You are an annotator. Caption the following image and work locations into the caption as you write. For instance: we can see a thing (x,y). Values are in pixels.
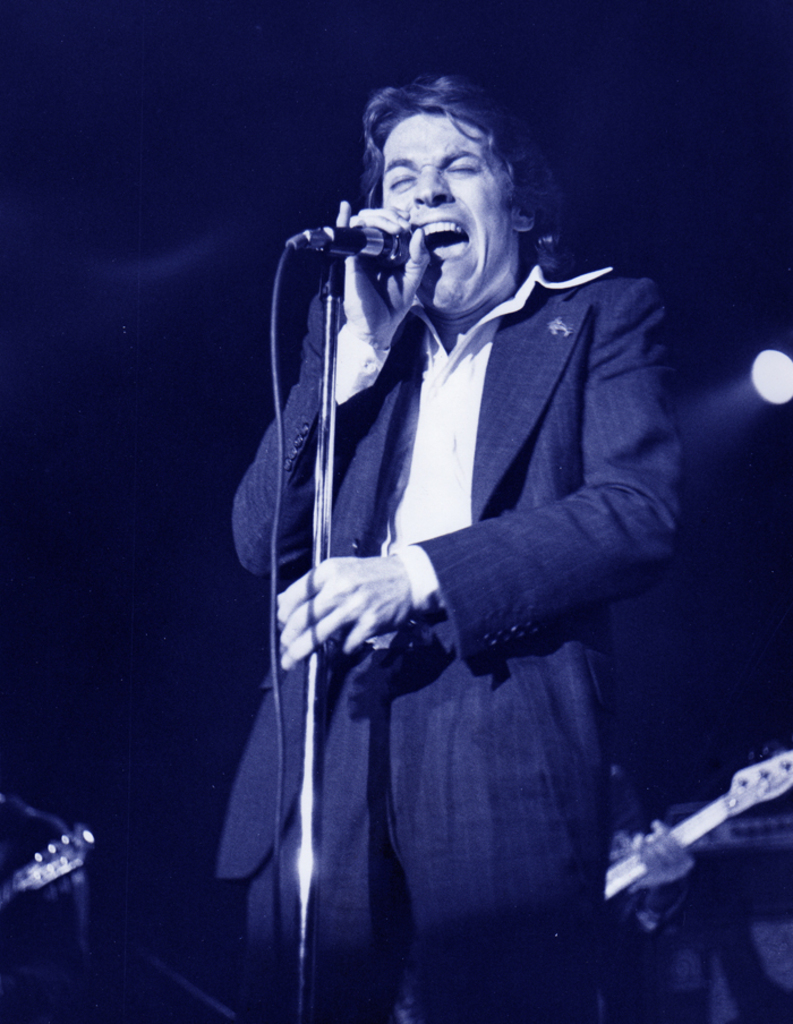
In this picture we can see a man (493,440) standing in front of a microphone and holding a microphone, he is speaking something as we can see his mouth (451,240), in the background (660,866) a person (670,864) is holding a guitar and also we can see a light (762,392) in the background (762,390).
